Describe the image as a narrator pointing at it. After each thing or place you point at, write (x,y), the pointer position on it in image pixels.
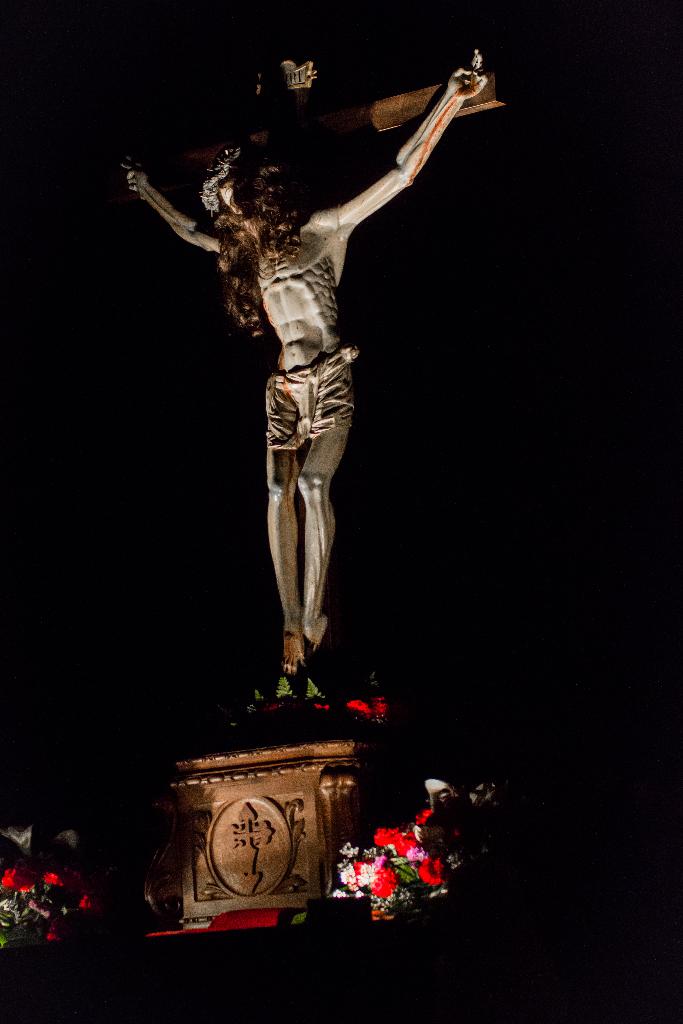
In this picture we can see a statue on a platform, where we can see flowers (396,834) and in the background (419,635) we can see it is dark.
